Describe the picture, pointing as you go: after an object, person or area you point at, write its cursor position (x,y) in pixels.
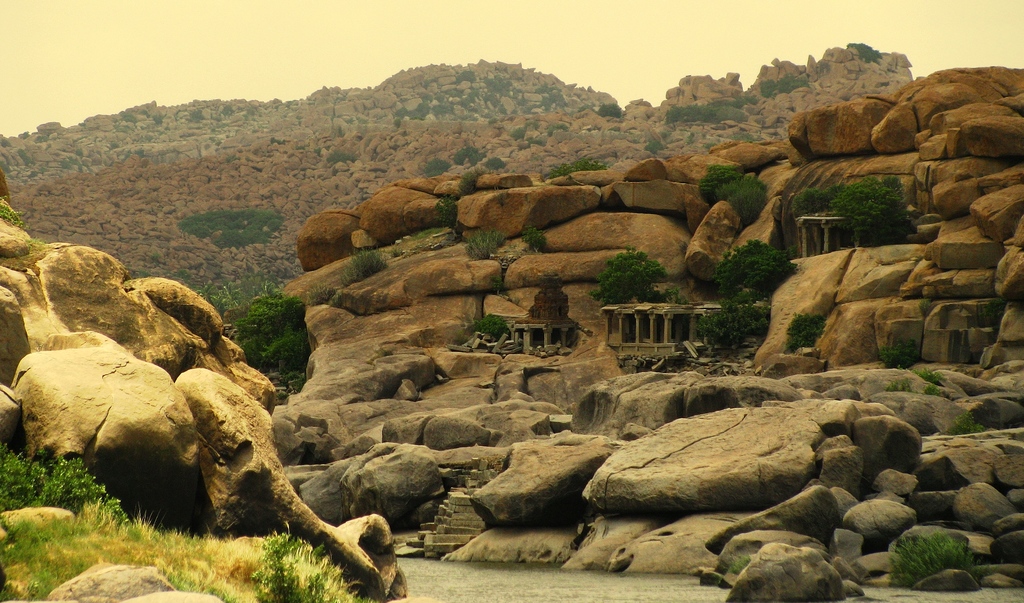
In the image there are hills (365,306) and mountains (164,121), in between the hills (244,267) there are trees (256,316) and plants (117,519).
